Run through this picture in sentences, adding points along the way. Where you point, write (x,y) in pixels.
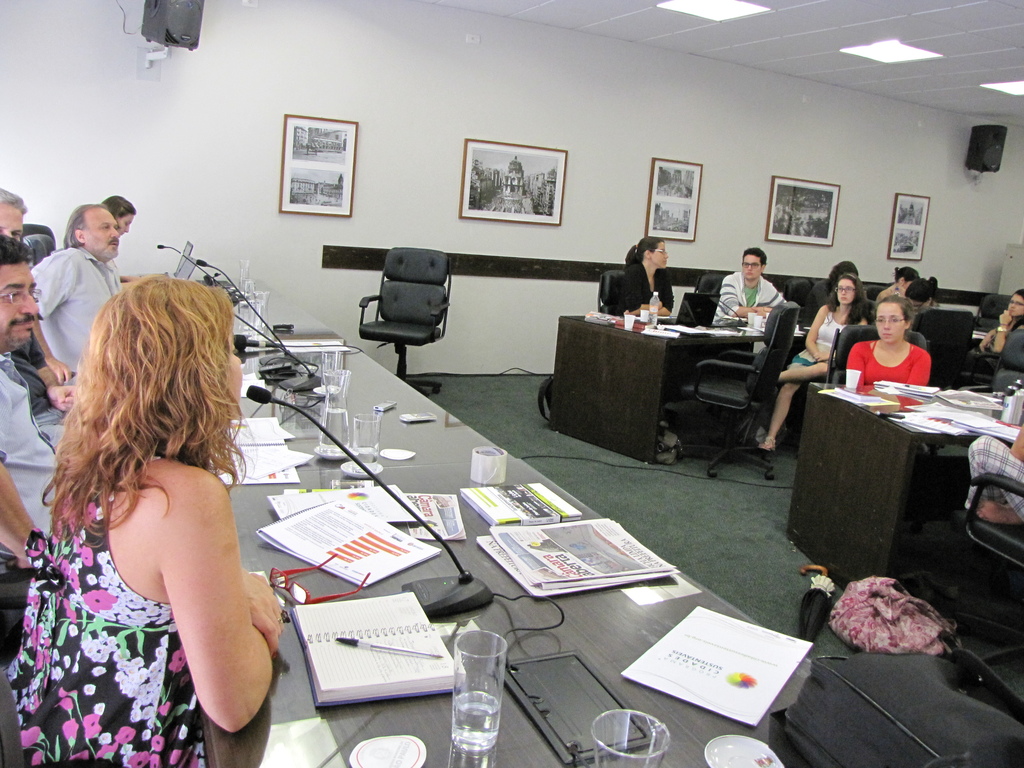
In this image, group of people (915,351) are sat on the right side (916,373) and left side (108,425). At the center (432,443), we can see a tables (441,454). And top of the table (592,388), few items (349,679) are placed. At the bottom (697,519), there is a floor (770,593), umbrella (809,608) and bag (861,609) is placed. And back side, few photo frames (535,176) are here and 2 speakers (172,28) are here. At the top of the image (790,46), we can see white roof (823,51) and lights (863,52).
